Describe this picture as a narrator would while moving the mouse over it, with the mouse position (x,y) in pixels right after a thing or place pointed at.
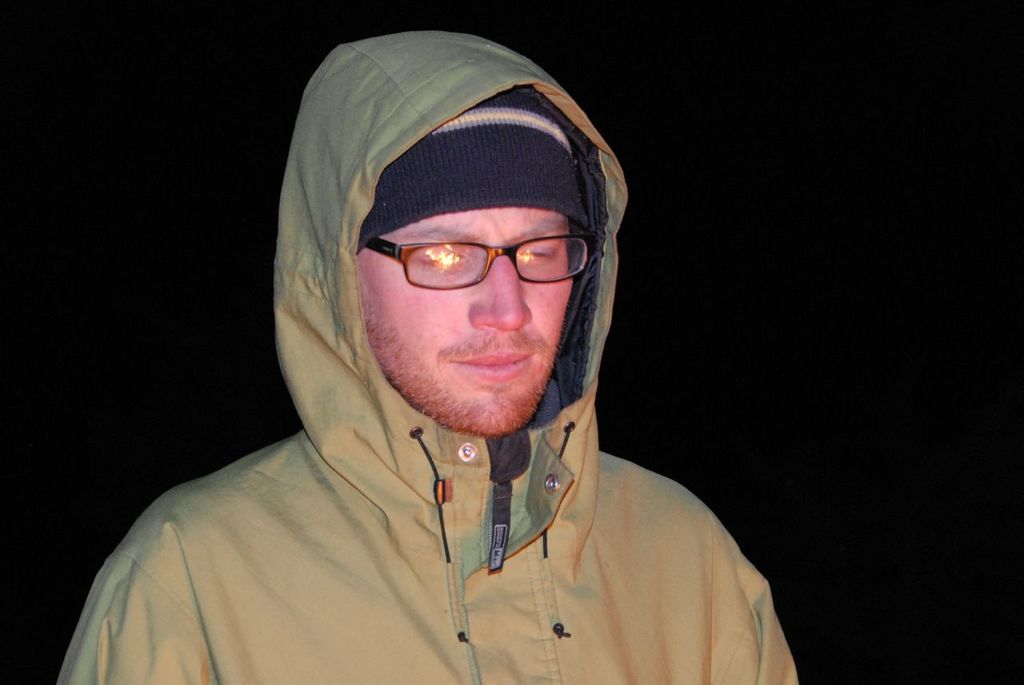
In this picture we can see one person (527,436).
